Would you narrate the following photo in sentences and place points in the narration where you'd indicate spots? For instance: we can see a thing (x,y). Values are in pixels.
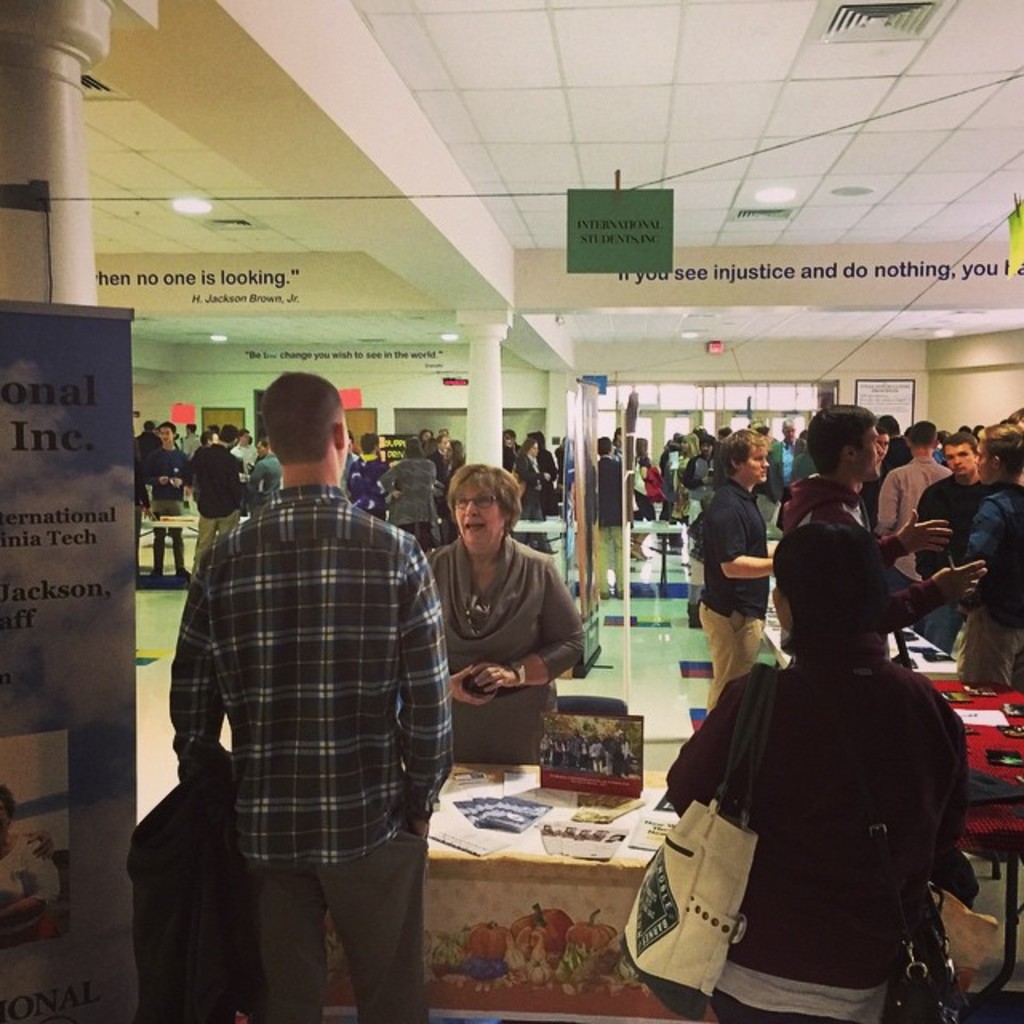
In this image we can see many people (707,536) and few people (884,720) holding some objects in their hands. There are many objects (610,835) on the tables (1005,695). There is some text (822,271) written on the walls (833,268). There are few advertising boards (127,820) in the image. There are few objects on the walls (896,281).
